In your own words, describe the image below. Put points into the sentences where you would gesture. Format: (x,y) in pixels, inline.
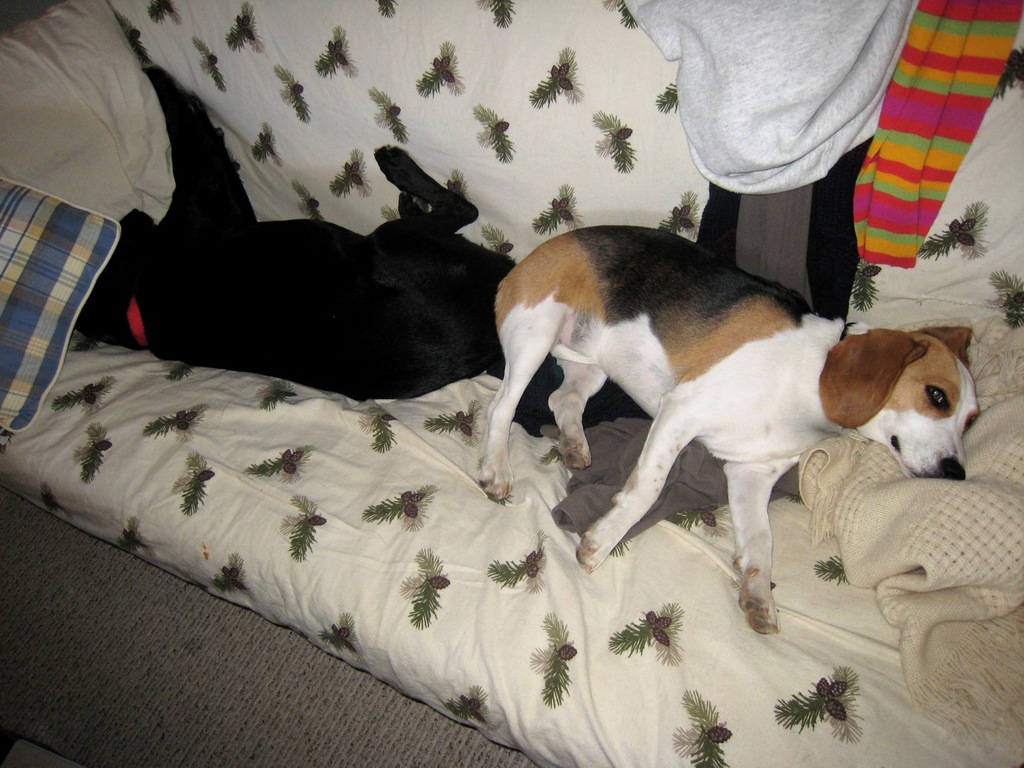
In this image I can see two dogs (205,230) are lying on the sofa (844,596), blankets (919,627) and clothes (720,158) are visible. This image is taken in a room (222,687).
